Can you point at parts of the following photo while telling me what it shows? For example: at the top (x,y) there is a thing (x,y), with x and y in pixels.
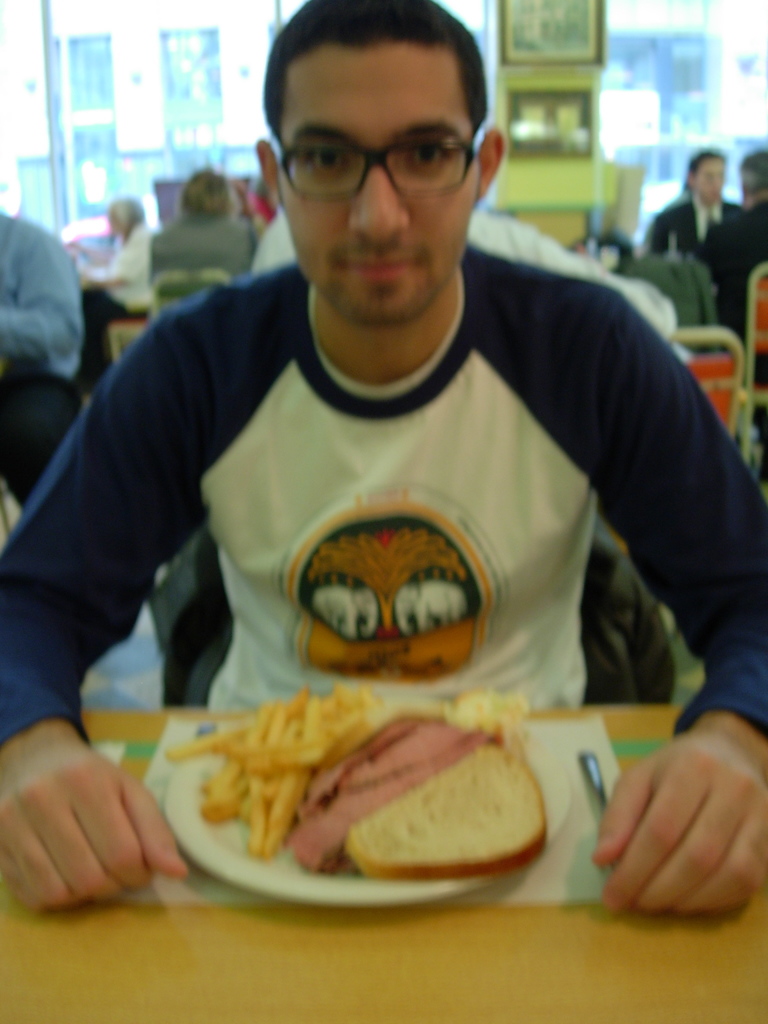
In this image there are people (305,304) sitting. At the bottom (301,949) there is a table (581,939) and we can see a plate (283,868) containing food (504,861), spoon (595,775) and a napkin (519,882) placed on the table (390,925). In the background (538,74) there is a wall (574,78) and we can see an object (540,7).
